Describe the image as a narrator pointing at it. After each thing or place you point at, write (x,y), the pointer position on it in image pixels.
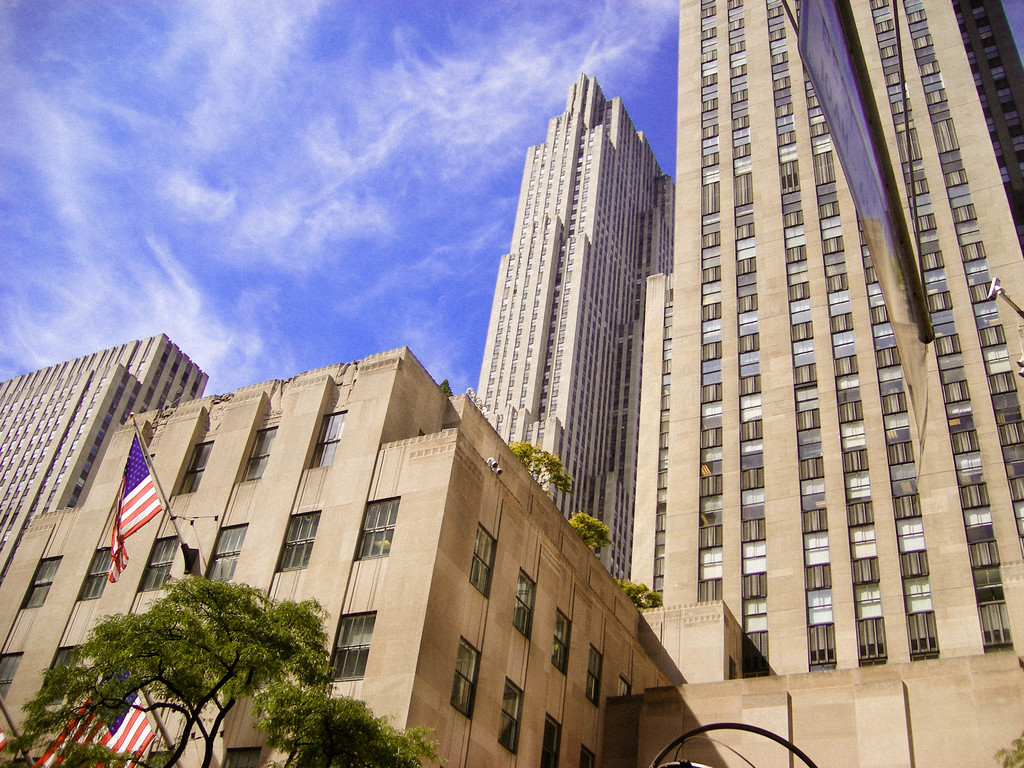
In this image, in the middle (486,477) there are buildings (523,491), flags (139,510), trees (228,603), windows (804,486), poster (881,161), sky (449,209) and clouds (323,168).
